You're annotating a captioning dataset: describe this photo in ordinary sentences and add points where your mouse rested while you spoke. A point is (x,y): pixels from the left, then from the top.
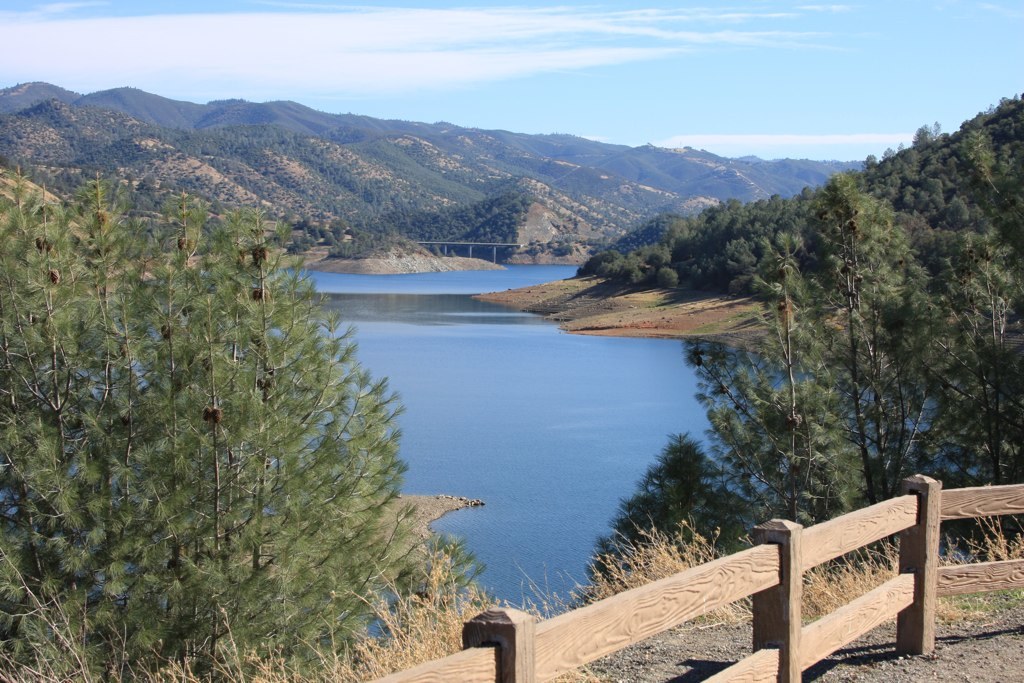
In this image, we can see some water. We can see the ground (649,287). There are a few trees (799,333) and hills (490,135). We can see the fence (772,577) and some grass (981,522). We can see the sky (602,136) with clouds (589,52).
